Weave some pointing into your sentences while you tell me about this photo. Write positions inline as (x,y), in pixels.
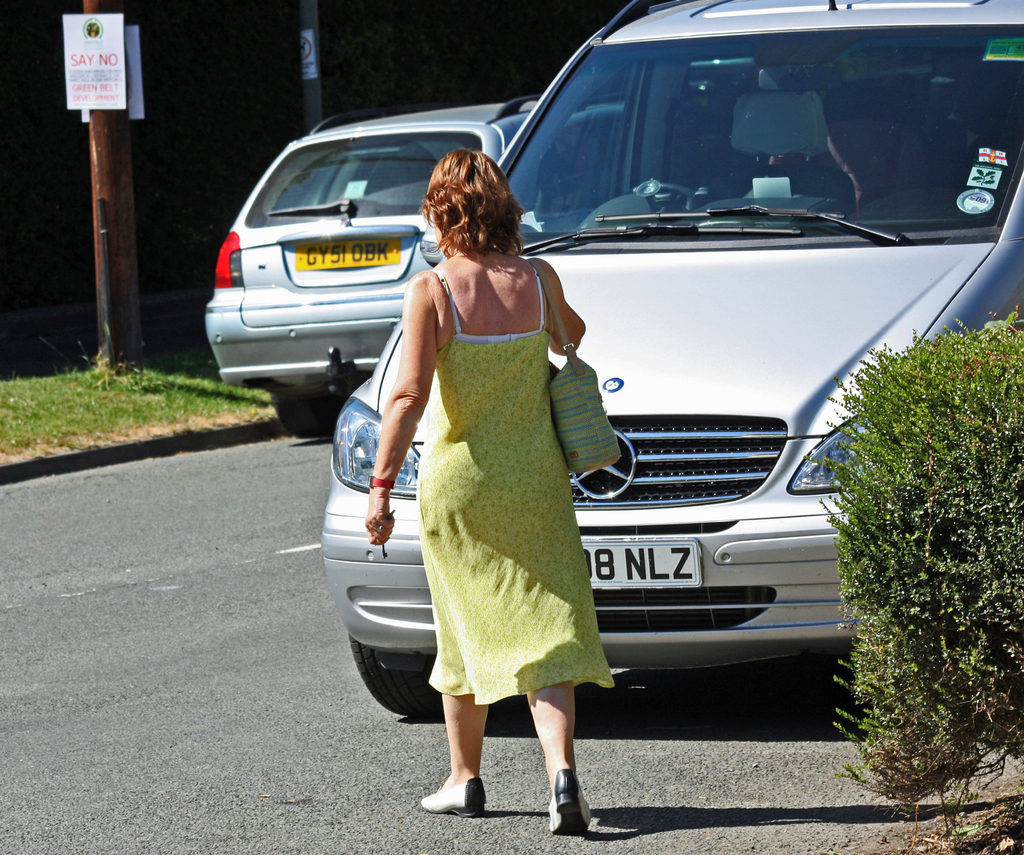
In this picture there is a woman (516,362) who is wearing green dress (480,415), bag (594,439), band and shoe (477,787). Beside her we can see a car (810,302). On the left (312,346) there is another car (242,247) which is parked near to the pole (106,340). On the top (88,16) we can see posters (67,72). On the right (894,386) there is a plant (937,524). Here we can see grass (86,414).
